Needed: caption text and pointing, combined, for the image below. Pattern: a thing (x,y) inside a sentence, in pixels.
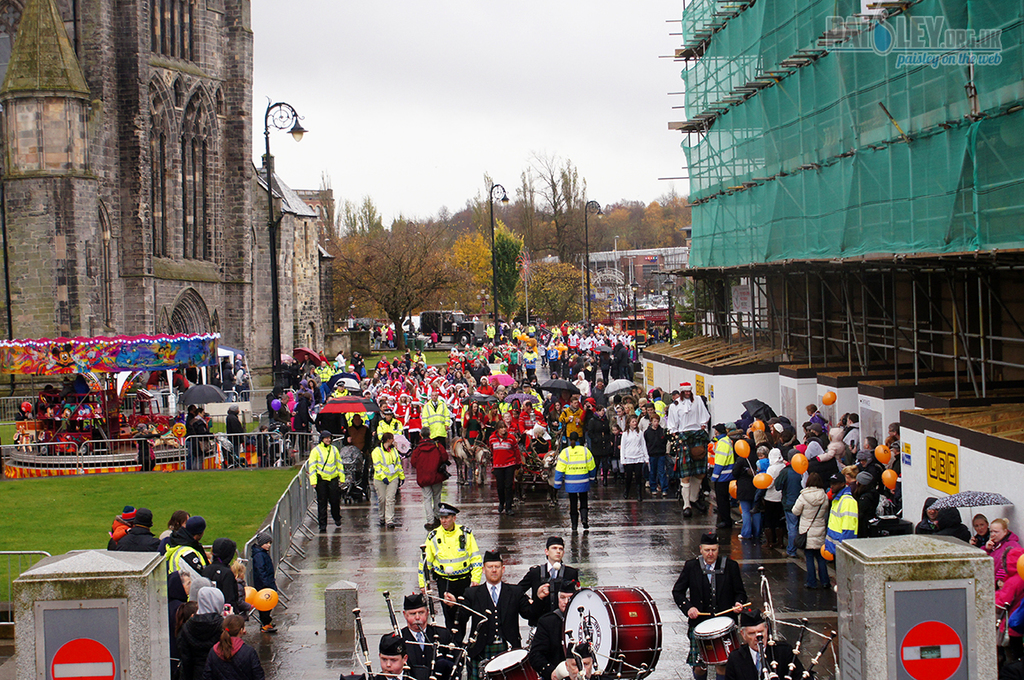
In the center of the image (473,395) we can see a few people (571,441) are standing and they are in different costumes (219,555). Among them, we can see a few people (563,586) are holding musical instruments (614,617), few people (756,454) are holding balloons (741,450), few people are holding umbrellas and few people (559,404) are holding some other objects (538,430). And we can see the pillars (846,594), sign boards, fences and a few other objects (731,385). In the background (419,197) we can see the sky (435,67), clouds (478,178), trees (608,246), buildings (604,253), poles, one tent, fences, grass (144,487), few people (516,326) are standing and a few other objects (855,232).
